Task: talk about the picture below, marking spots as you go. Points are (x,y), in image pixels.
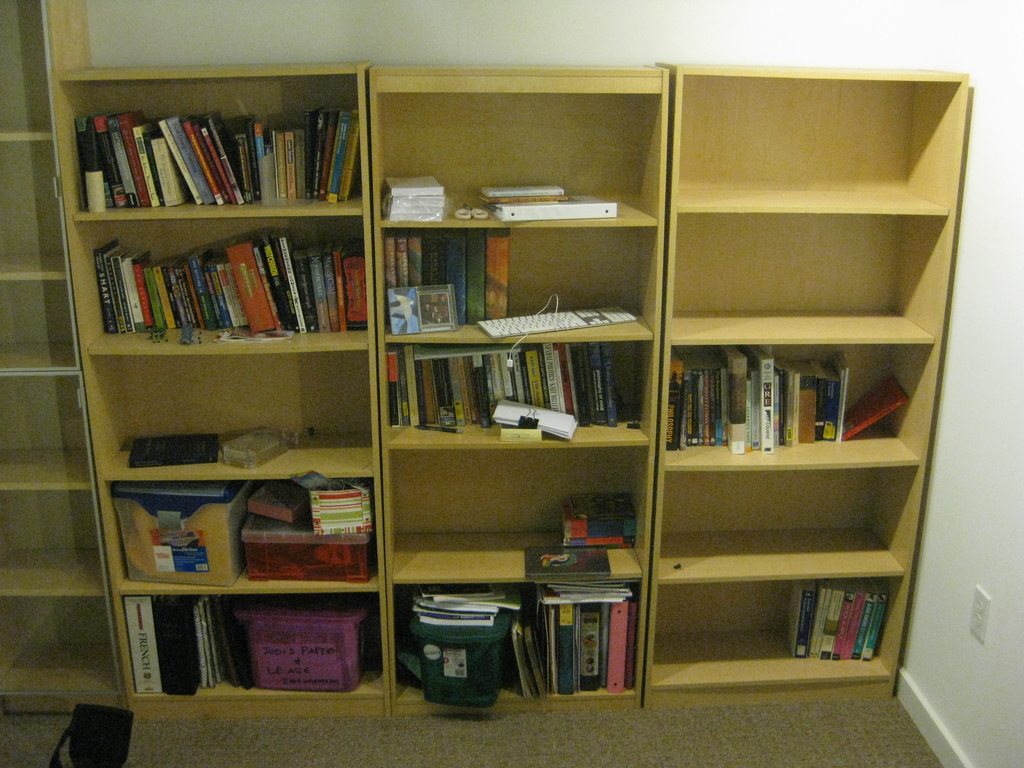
This picture is taken inside the room (647,746). In this image, we can see some books (699,377) which are placed on the shelf (503,693). In the shelf (518,691), we can also see some boxes (444,674). In the background (274,20), we can see a wall (450,31).
